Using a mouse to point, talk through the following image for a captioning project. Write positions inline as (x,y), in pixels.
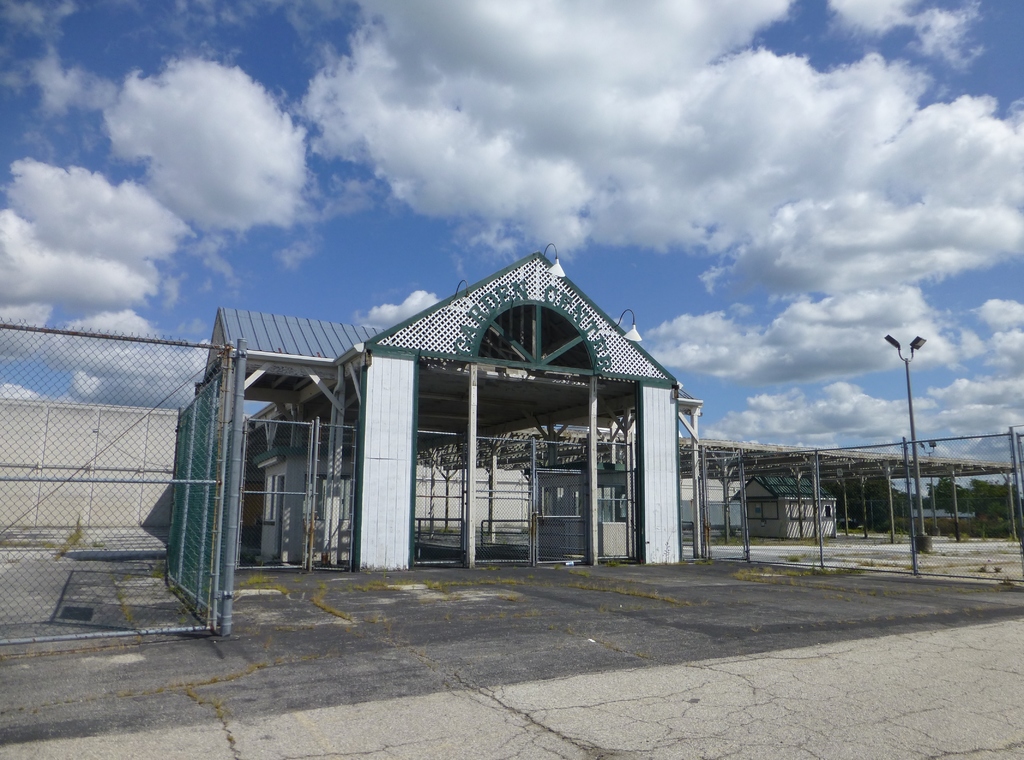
In this image there is a building (411,510) with the name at the top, there is a small house (764,519) under the shed (735,509), few fences (455,544), two lights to a pole (909,379), trees (876,507) and some clouds (174,192) in the sky (237,198).
